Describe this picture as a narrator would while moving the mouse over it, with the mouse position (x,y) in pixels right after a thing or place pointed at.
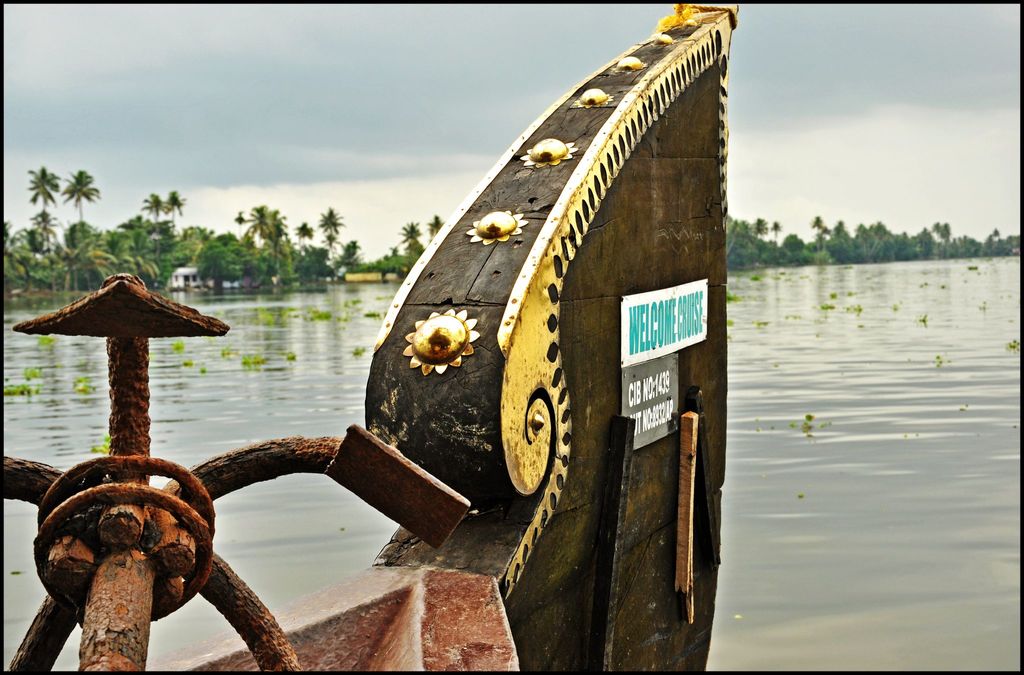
In this image there is water (325,328). In the foreground (499,578) there is an edge (558,372) of a boat (494,510). There are boards (655,340) with text (640,330) on the board (685,328). There are plants (294,312) on the water (813,330). In the background (111,259) there are trees (204,259) and houses (194,275). At the top (431,59) there is the sky (436,84). In the bottom left (127,537) there is a machine (128,566).
